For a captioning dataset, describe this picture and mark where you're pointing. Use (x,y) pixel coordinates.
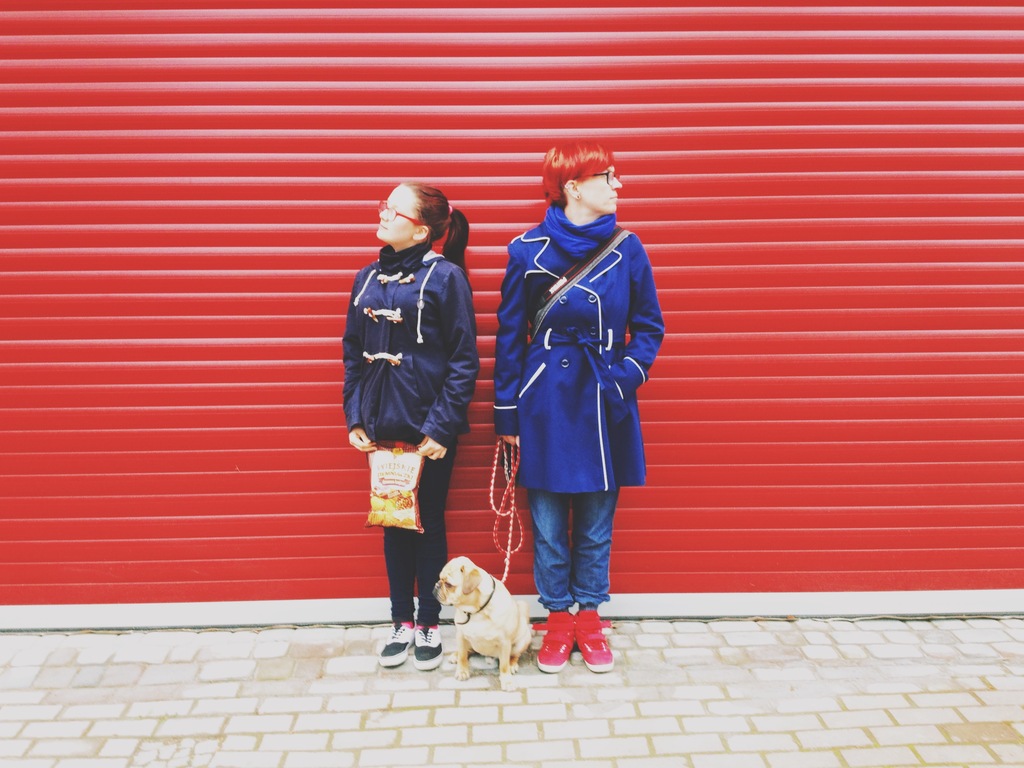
In this picture we can see 2 people (397,550) holding a leash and a packet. They are standing on the ground (611,693) in front of a red shutter (278,85).
